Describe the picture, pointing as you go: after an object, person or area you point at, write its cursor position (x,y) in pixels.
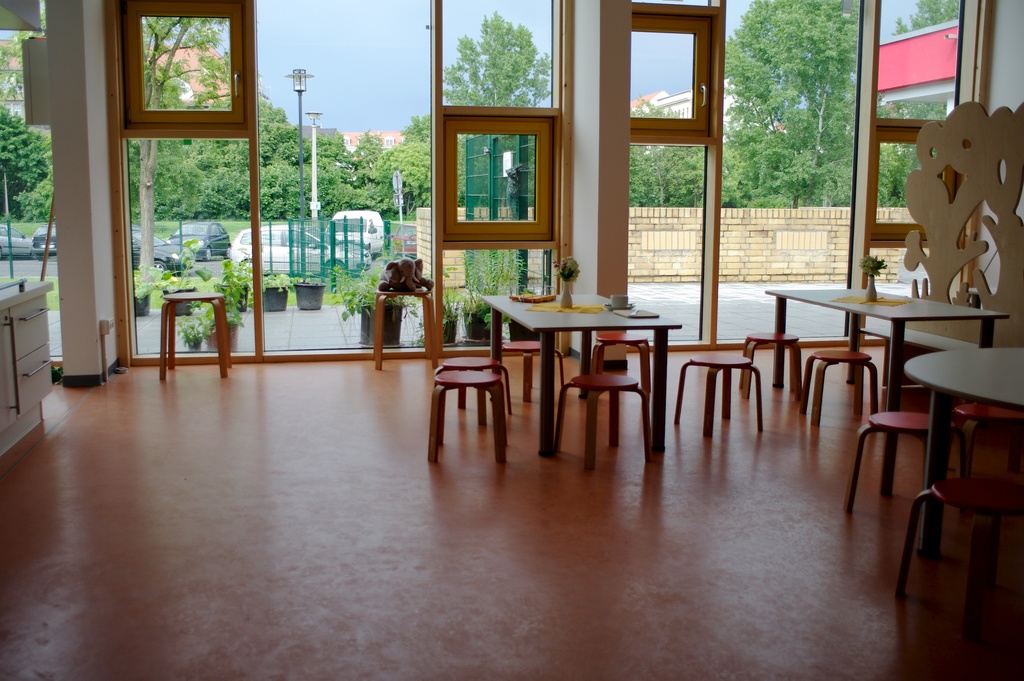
In this image we can see the inside view of the building (703,333) and there are tables (911,302), chairs (746,368), cupboard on the floor (496,492) and there is the structure (988,162) designed with wood (977,156). Outside the building (1014,100) there are potted plants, boards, cars (351,247), trees (294,215), building (350,152), fence (491,140), light pole (301,194), wall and the sky (369,76).
